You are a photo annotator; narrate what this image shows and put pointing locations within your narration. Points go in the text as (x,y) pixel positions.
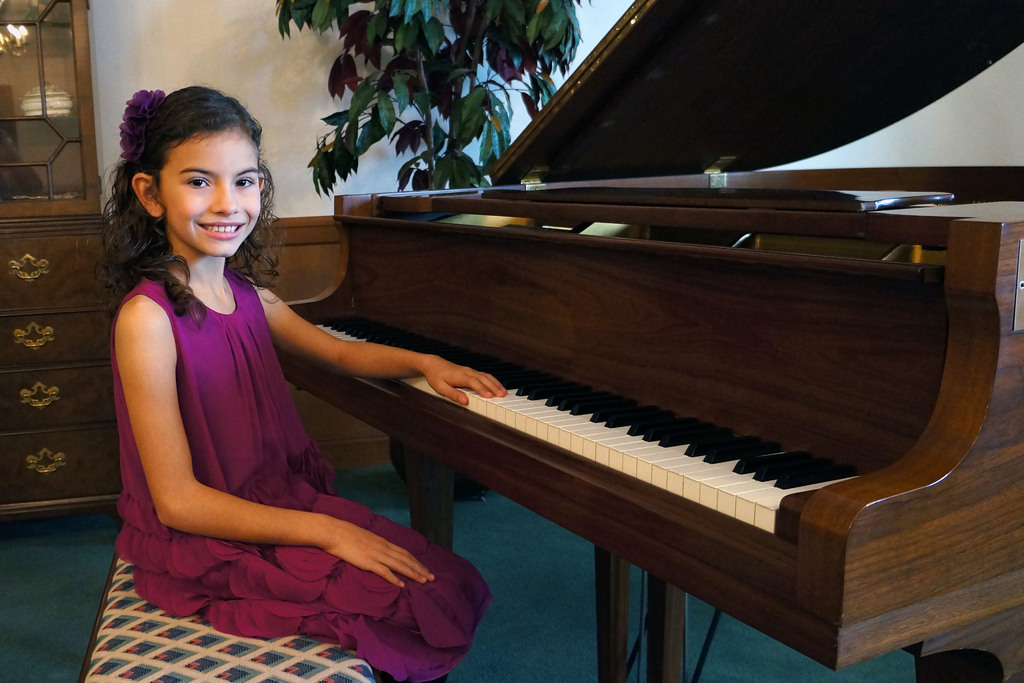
In this image there is a girl (216,608) sitting in chair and playing piano (483,477) and back ground (21,129) there is cupboard (73,231), plant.
